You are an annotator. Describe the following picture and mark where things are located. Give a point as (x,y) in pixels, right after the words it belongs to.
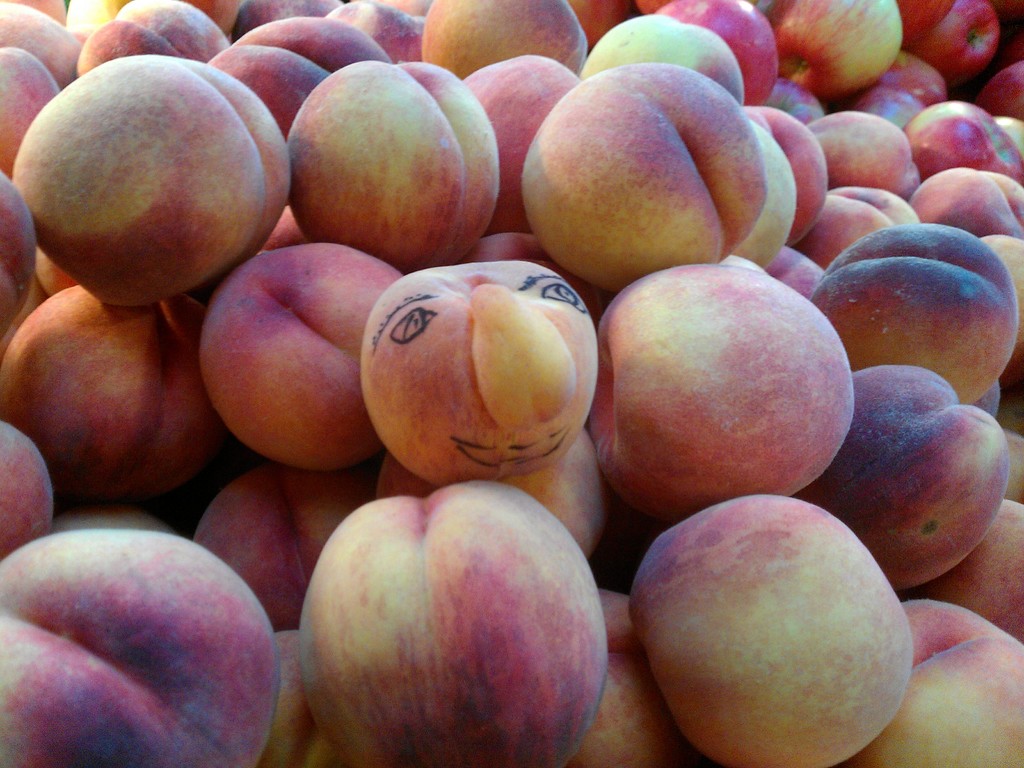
In this picture we can see a group of peaches (468,294).
